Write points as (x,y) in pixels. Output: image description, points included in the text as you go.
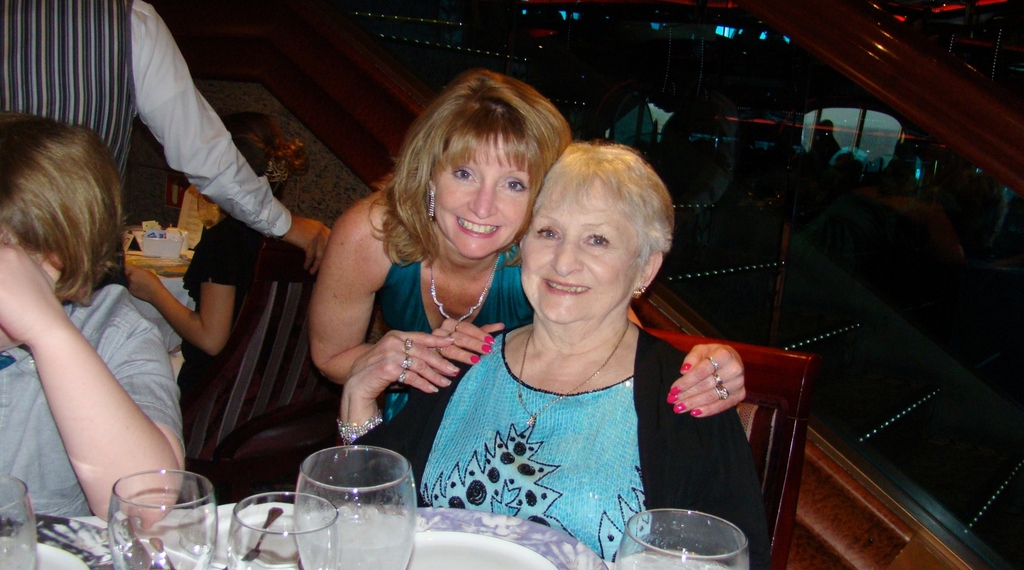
In this image I can see a woman (550,437) wearing blue and black colored dress (589,439) is sitting on a chairs (784,495) and another woman (507,320) wearing green colored dress (500,295) is standing behind her. I can see a table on which I can see few glasses (192,535) and few plates (232,524). In the background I can see a person (61,65) standing, few other persons (200,304) sitting and few other objects (744,160).
